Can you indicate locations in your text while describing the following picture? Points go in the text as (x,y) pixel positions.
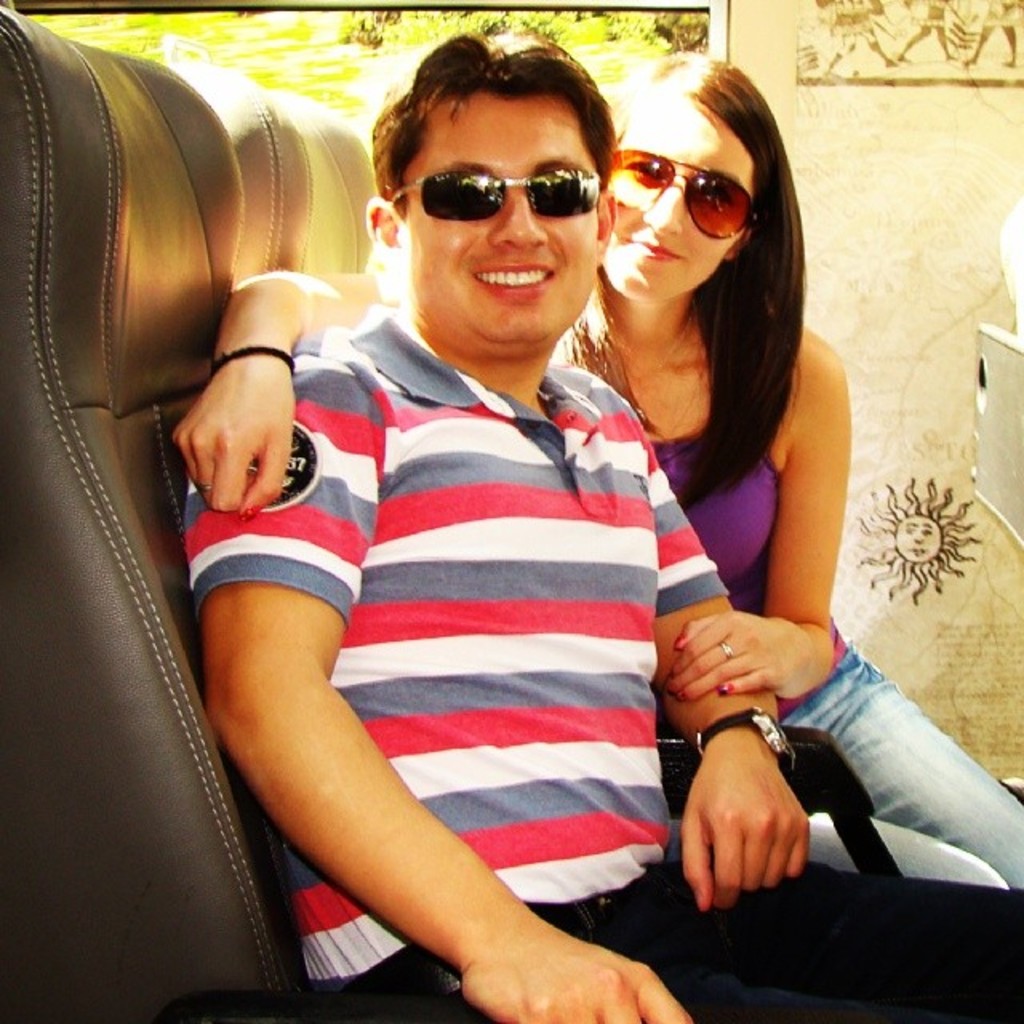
In this picture we can see a man (384,239) and a woman (700,278) sitting on the chair (343,218). There is a poster (807,164) on the wall (768,76). We can see some trees (411,27) in the background (464,18).
